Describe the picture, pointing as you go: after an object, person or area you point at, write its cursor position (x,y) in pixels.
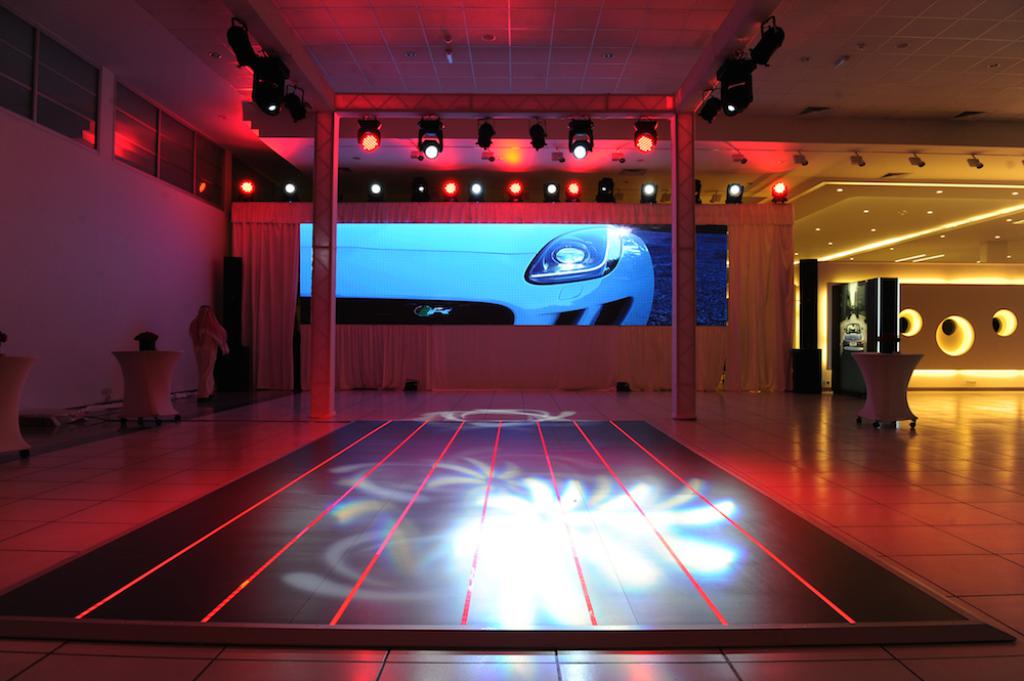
To the bottom middle of the image (607,479) there is a platform (470,528). Behind the platform (532,537) there are poles (326,142) with lights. Behind the poles (687,128) there is a screen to the walls (282,185) and also there are curtains (291,223). Above the screen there are lights (778,194). And to the right side of the image (960,373) there are lights (966,280) to the walls (979,273) and also there is a white color object (873,360) on the floor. And to the left side of the image (3,196) there is a wall (110,176) with glass windows (178,174) and also there are white color objects (141,395) on the floor (99,422).
